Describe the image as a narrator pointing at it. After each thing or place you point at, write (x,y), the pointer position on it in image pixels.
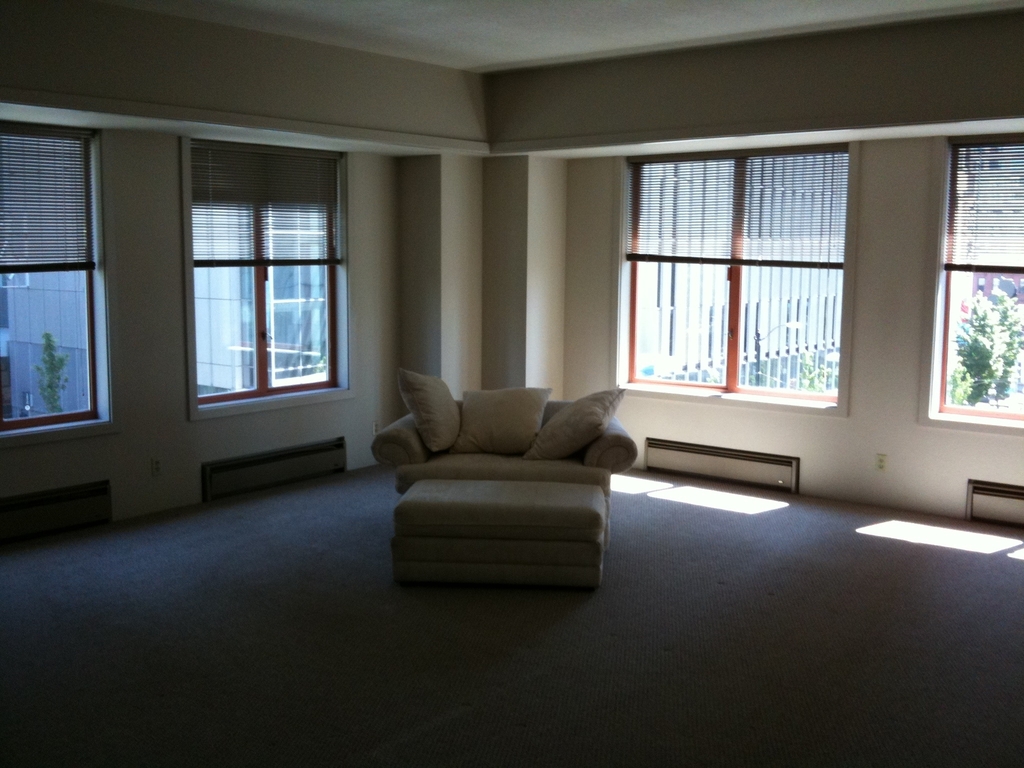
As we can see in the image there is a white color wall (530,276), windows (61,362), outside the windows (743,290) there is a building (765,289) and there is a white color sofa (477,456) and white color pillows (451,429).
